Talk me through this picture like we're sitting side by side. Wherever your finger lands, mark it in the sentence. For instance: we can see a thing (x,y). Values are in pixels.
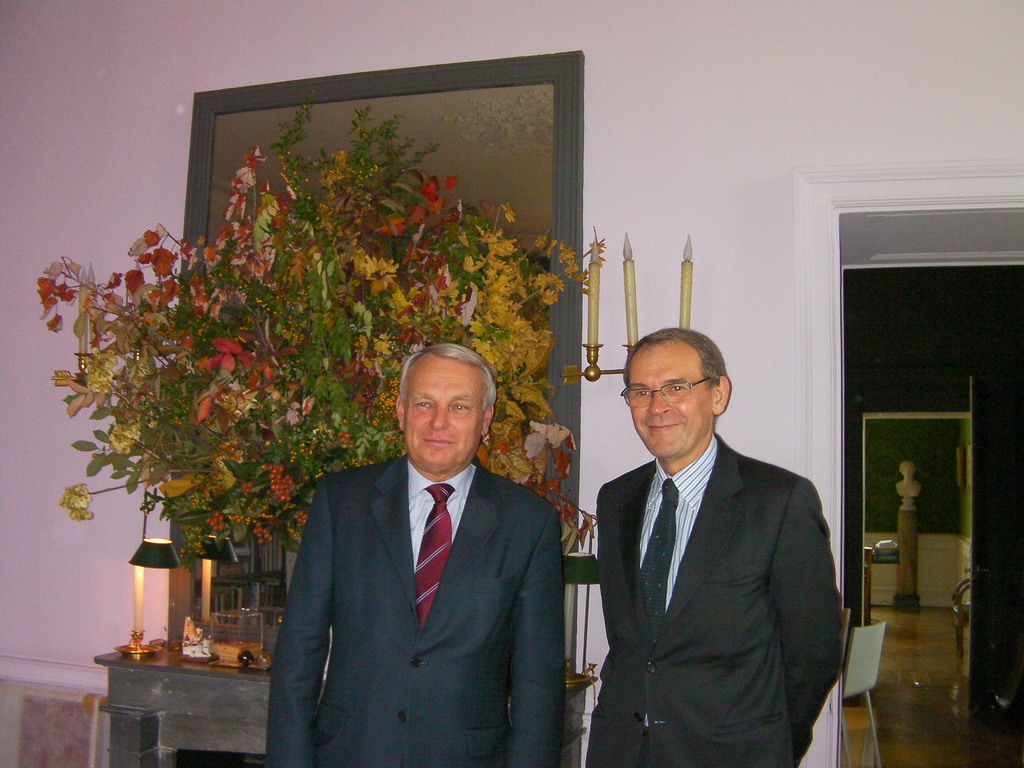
In the image we can see there are people (523,573) standing and they are wearing formal suit (473,598). Behind there are flowers (187,349) kept on the table (177,703) and there is a photo frame (524,210) kept on the wall (640,255).
